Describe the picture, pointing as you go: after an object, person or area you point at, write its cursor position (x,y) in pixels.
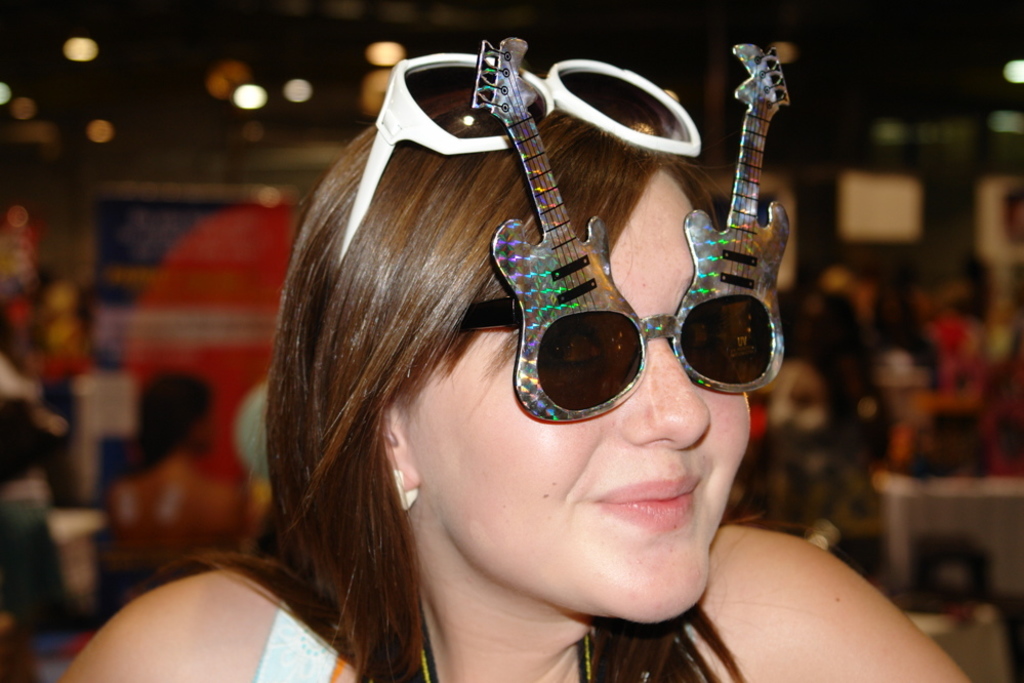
This picture shows a woman (441,530) seated with sunglasses (524,360) on her face (681,522) and another spectacles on her head (511,170) and we see smile (603,497) on her face (664,553) and few of them (47,412) seated on the back (29,414) and we see lights (302,79) to the roof (285,26).
